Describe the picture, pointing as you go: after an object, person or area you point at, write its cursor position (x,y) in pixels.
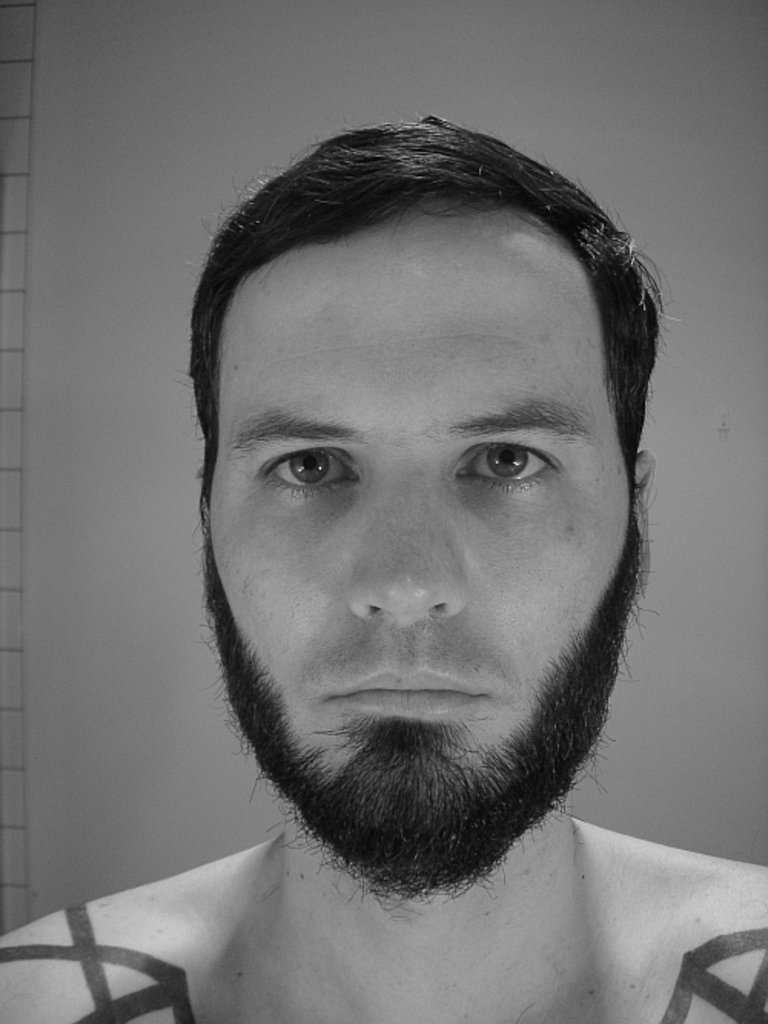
This is a black and white image. Here I can see a man (469,902) looking at the picture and I can see few paintings (150,996) on his shoulders (692,928). In the background (120,492) there is a wall (120,492).
